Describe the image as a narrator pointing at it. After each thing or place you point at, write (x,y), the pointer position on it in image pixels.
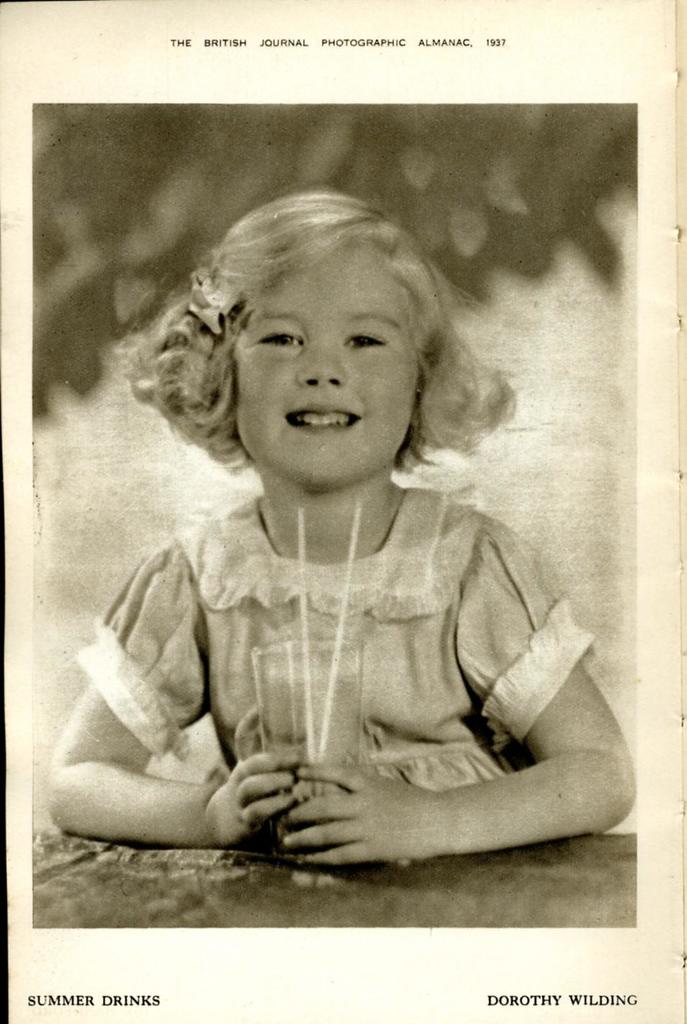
This is a black and white picture, in this image we can see a girl (232,618) holding a glass (318,659), there are two straws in the glass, at the bottom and top of the image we can see some text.
